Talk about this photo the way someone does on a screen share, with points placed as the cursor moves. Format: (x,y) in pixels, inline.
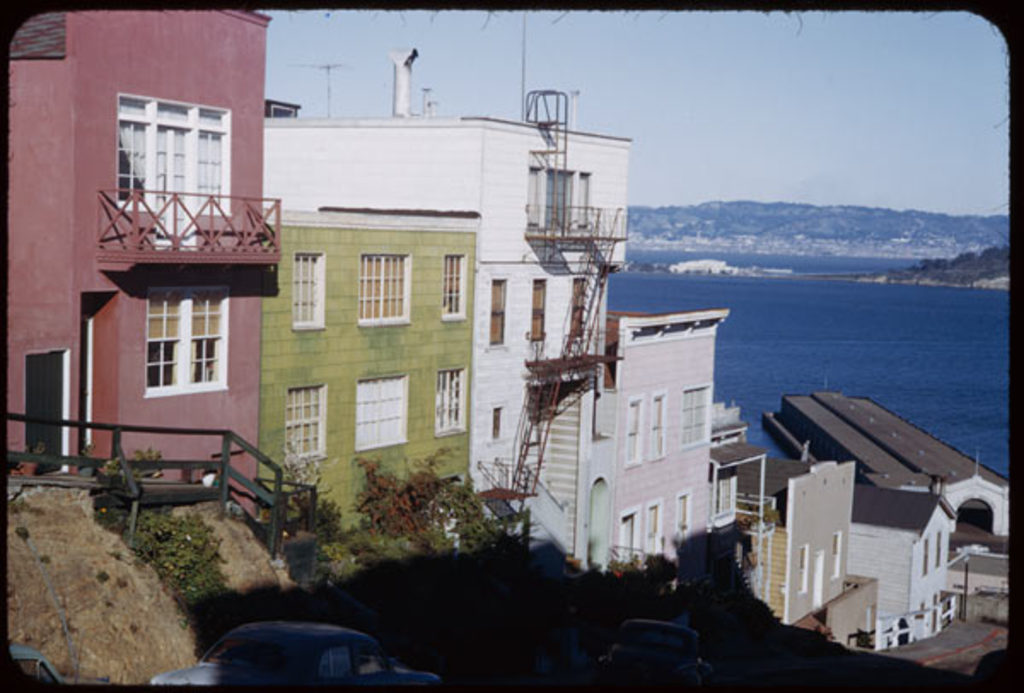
This is a photo. In this picture we can see the buildings (355,278), windows (531,217), balcony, stairs (555,188), poles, rods (559,144), grilles (122,427), plants (366,560). At the bottom of the image (974,633) we can see the cars (641,640) and road (460,675). On the right side of the image (976,461) we can see a pier (900,475). In the background of the image (897,281) we can see the hills (768,237), water (883,264), trees (959,269). At the top of the image (660,71) we can see the sky (661,36).
